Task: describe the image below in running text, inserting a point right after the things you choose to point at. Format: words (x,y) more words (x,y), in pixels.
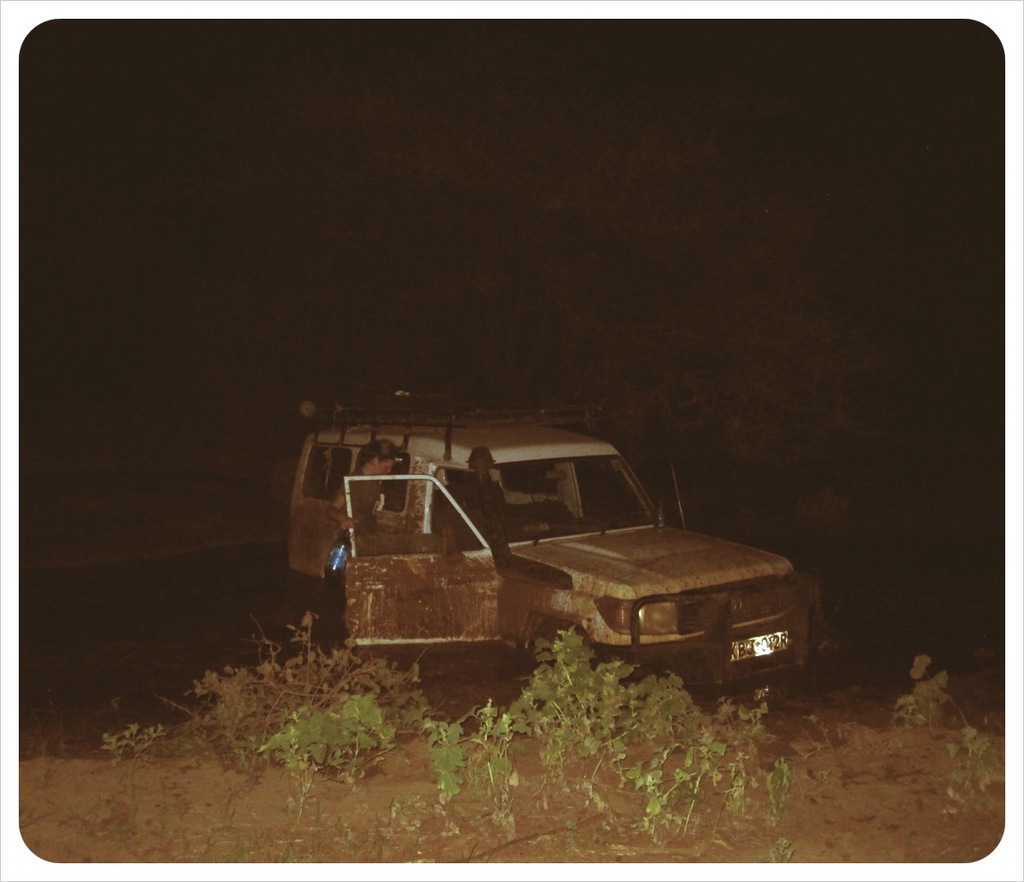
There is a vehicle (461,518). Near to that there is a lady (342,524) holding a bottle (336,564). In the front (353,713) there are plants (707,768). In the background (414,246) it is dark.
